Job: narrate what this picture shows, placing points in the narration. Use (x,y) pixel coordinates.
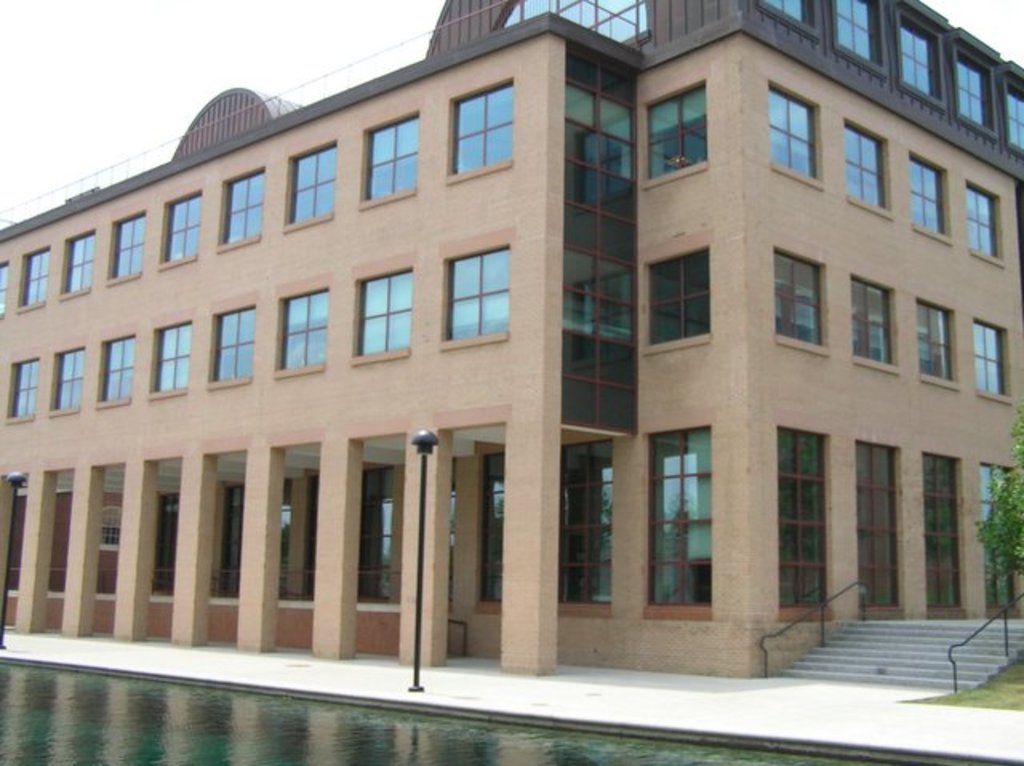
In this picture, there is a building (538,350) with windows (594,259), pillars (536,546) and a staircase (932,644). At the bottom left (183,691), there is water (340,729). Beside it there is a pole (417,441). Towards the right (1023,511), there is a tree (1022,526) and a grass (1000,692).
